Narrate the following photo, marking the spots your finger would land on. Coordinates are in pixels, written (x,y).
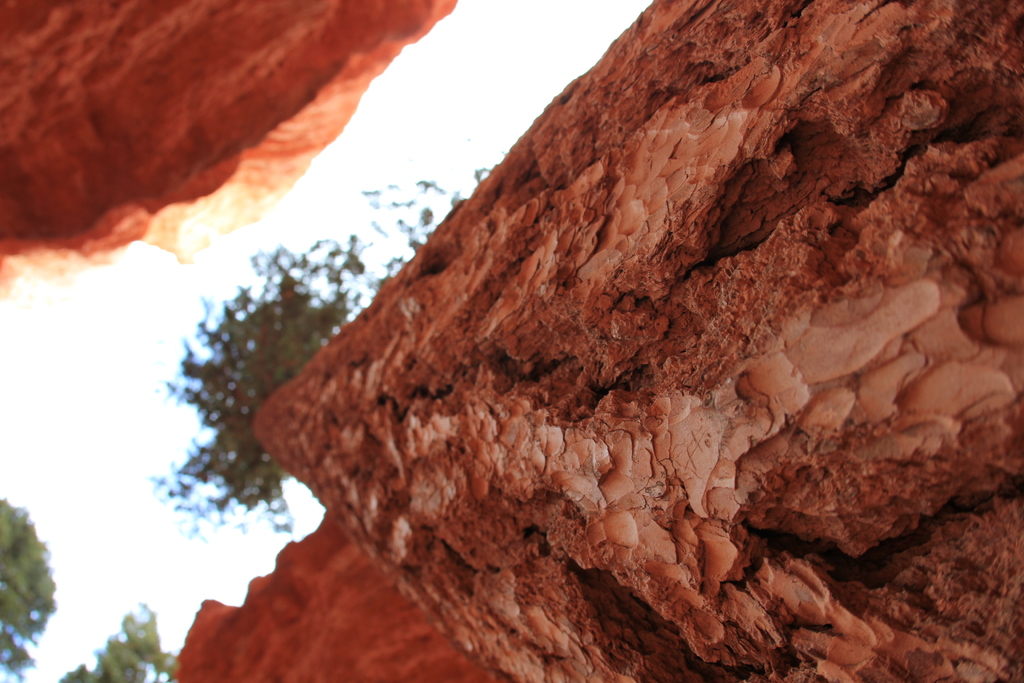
In this image we can see the surface of a rock (532,380). We can also see some trees (209,396) and the sky (202,356) which looks cloudy.
